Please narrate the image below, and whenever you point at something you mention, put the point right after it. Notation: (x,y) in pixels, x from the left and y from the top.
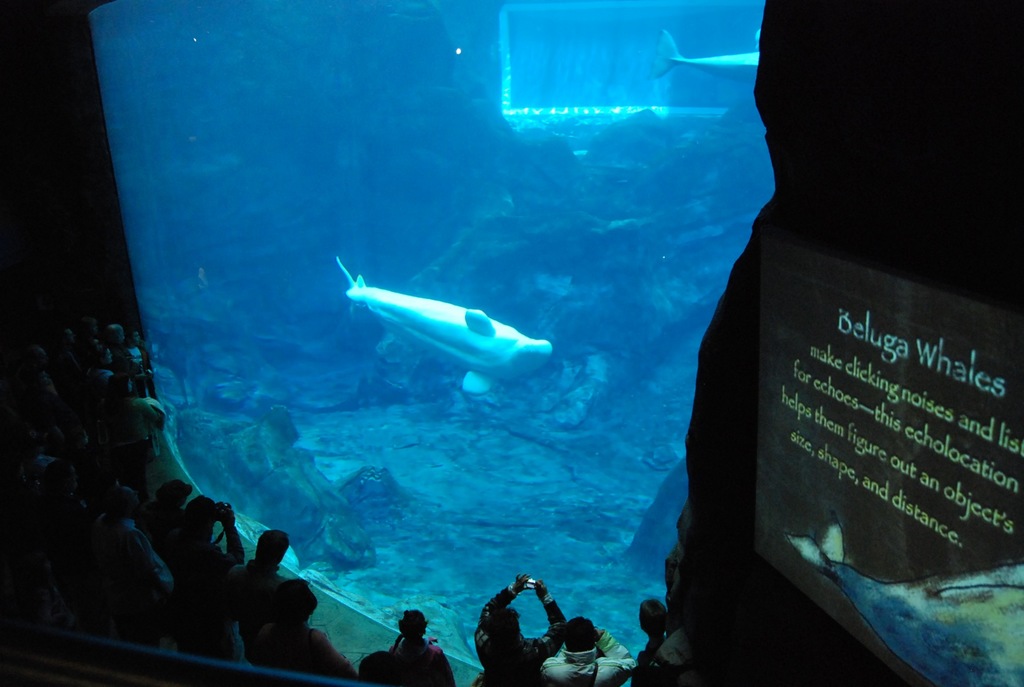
In this image there are people (159,542) standing and few people (214,567) are capturing photographs of a beluga whale (464,337) present in the aquarium (477,500). On the right (883,418) there is a text (921,400) on the board (885,536) and there is also a beluga whale diagram (948,610).
